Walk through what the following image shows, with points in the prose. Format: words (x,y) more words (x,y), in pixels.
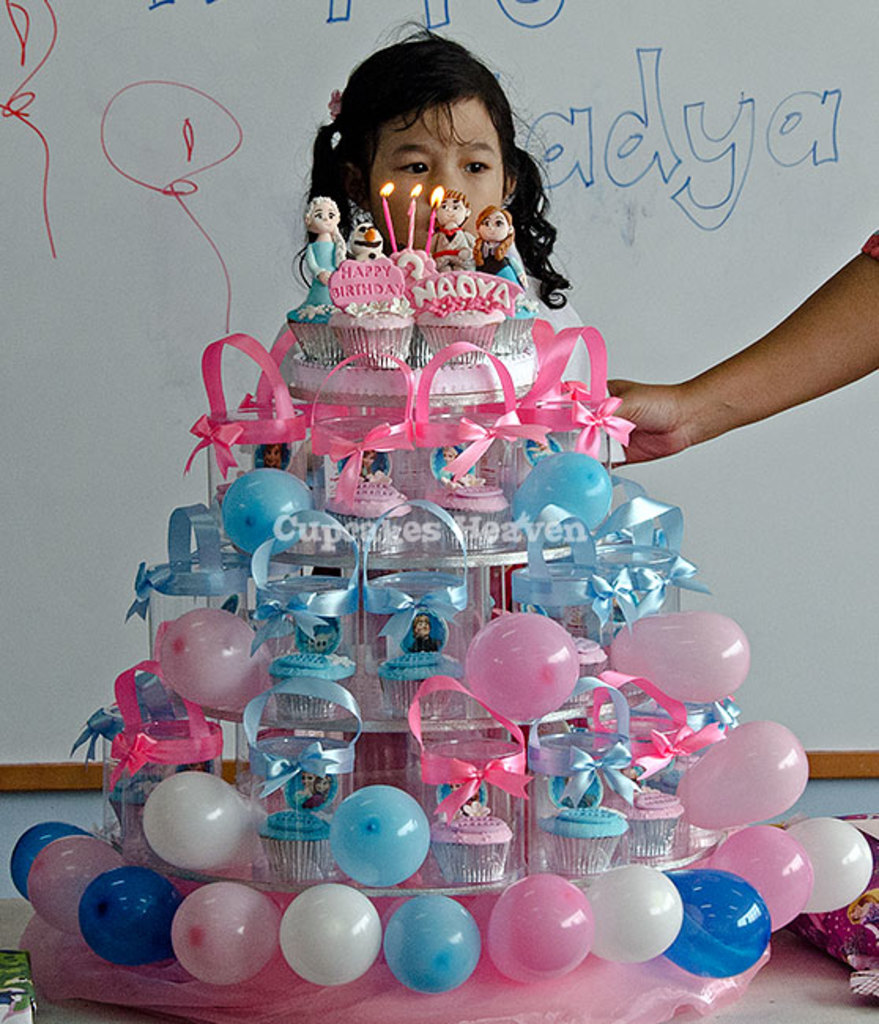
In the image, there is a birthday cake (448,769) made up of muffins (360,312) and balloons (445,925), a baby (485,108) is standing in front of the cake (377,283), there is a white board (575,155) behind the baby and someone (836,317) is touching the cake stand (612,412).
